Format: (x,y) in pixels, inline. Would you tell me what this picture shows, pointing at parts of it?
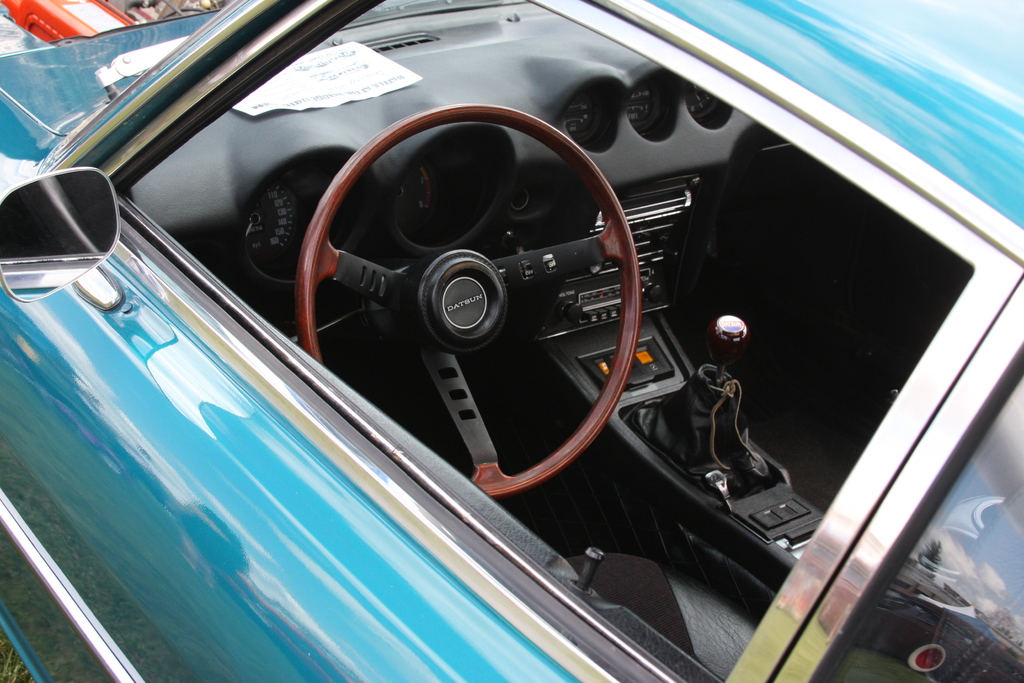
The picture consists of a car (536,340). In the center of the picture (471,318) we can see steering (343,199), speedometer (245,229), gear rod (728,339), seat (718,599) and other objects (634,166). On the left (58,226) it is side view mirror (60,226).
